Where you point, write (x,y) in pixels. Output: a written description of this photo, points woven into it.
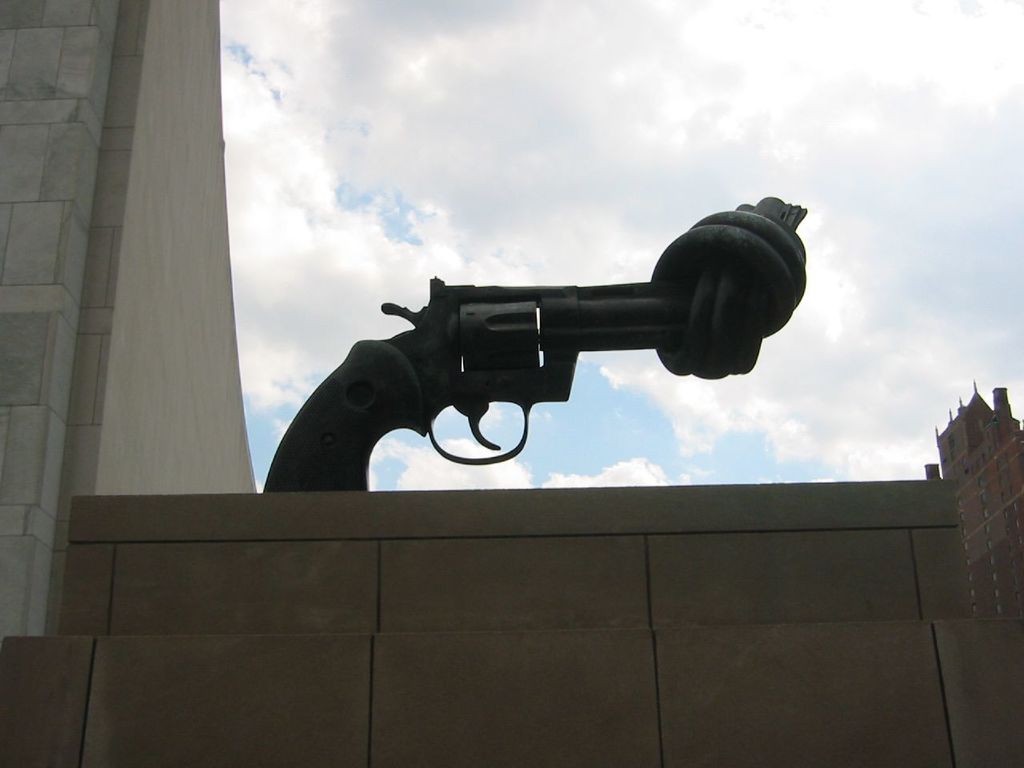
At the bottom of the image (116,614) there is a wall (186,752), on the wall (171,731) there is a statue (762,256). Behind the statue (723,243) there are some clouds (345,329) in the sky (834,448). In the bottom right corner of the image (1019,614) there is a building (972,439).
